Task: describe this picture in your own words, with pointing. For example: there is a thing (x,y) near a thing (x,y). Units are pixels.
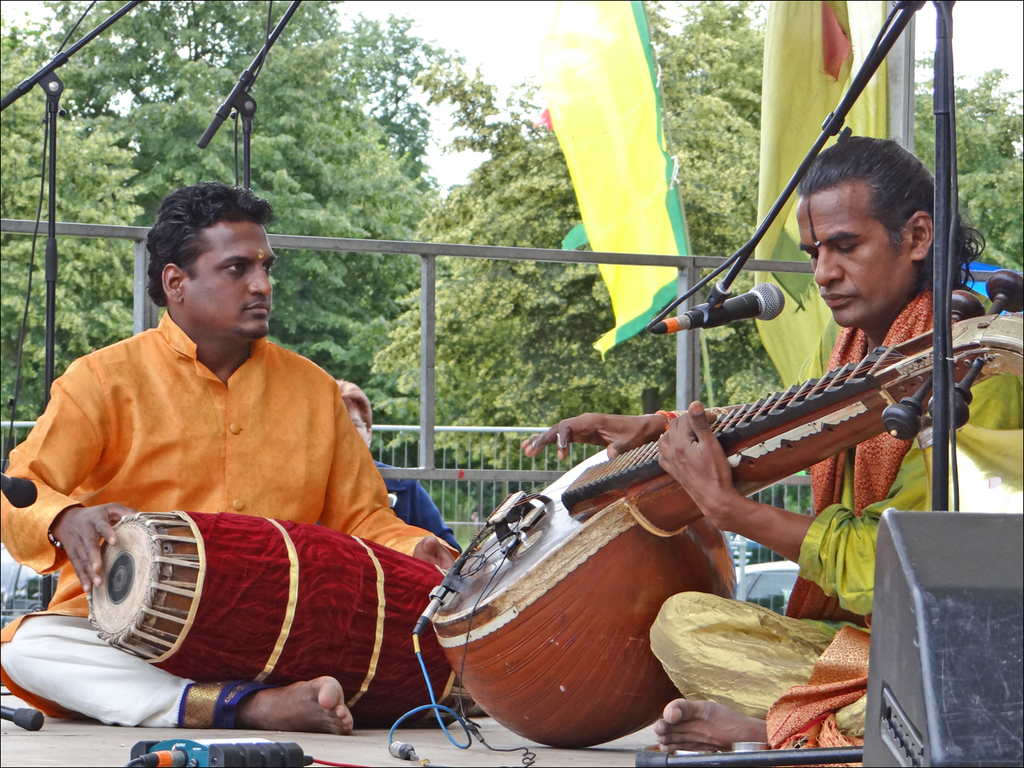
In this image there is a person (203,495) playing a drum (252,555), beside the person (315,518) there is another person (684,466) playing some musical instrument (836,397), there is a mic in front of him, behind them there are mics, a person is sitting, flags (636,204) and a metal rod fence (460,247), in the background of the image (116,268) there are trees (355,327).
